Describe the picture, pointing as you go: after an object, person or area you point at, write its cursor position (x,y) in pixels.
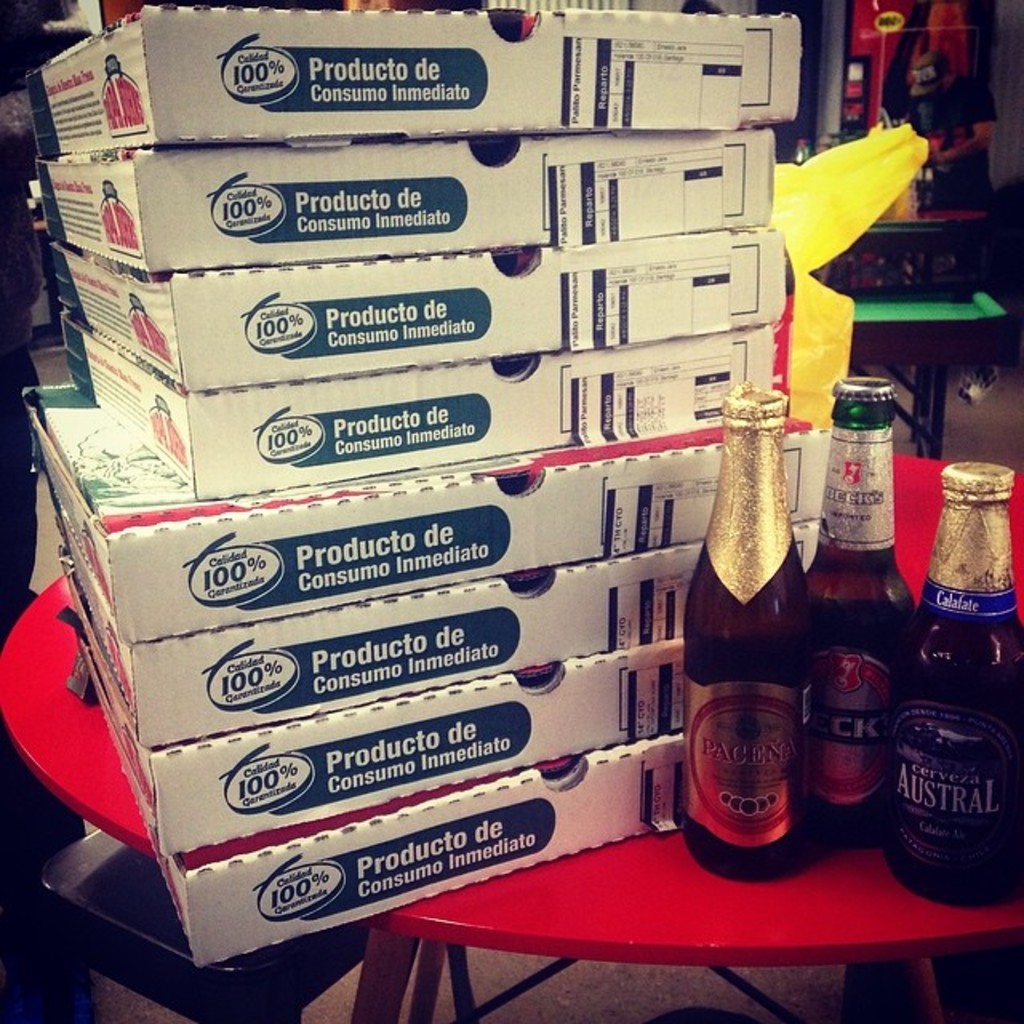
In this picture we can see a table (44,626) and on this table (44,626) we can see boxes (445,513) and bottles (895,614) and in the background (977,83) we can see a person (984,114) wore cap (943,73), plastic cover (842,204).
